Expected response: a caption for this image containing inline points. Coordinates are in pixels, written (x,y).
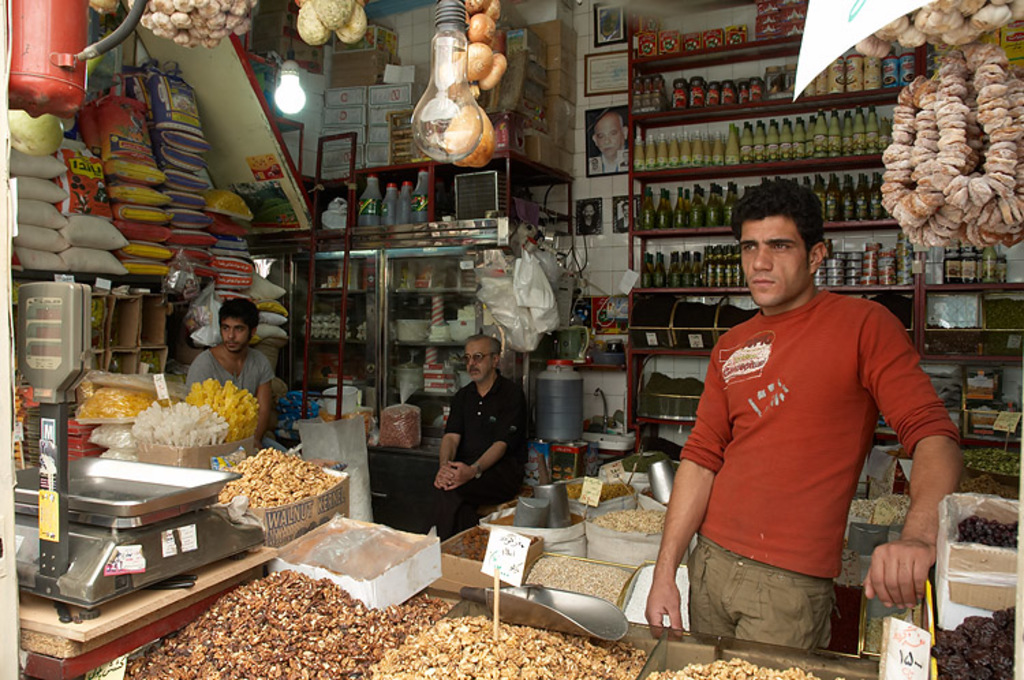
This is a shop (564,440). On the right side (765,426) there is a person (774,494) standing. Other two persons (482,445) are sitting in the shop (449,419). On the left side (125,612) there is a table (128,609). On that there is a weighing machine (66,496). Also there is a fire extinguisher (28,85). Near to that there is a cupboard (429,236). In that there are many packets (136,229) and some other items (159,304). In the back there is cupboard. On that there are bottles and many other items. Also there are things (214,39) hanged. On the top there is a bulb (419,135). In the back (608,261) there's a wall (595,260). On that there are photo frames (597,69). Also there are many other boxes (136,309) and sacks (315,457) with some items (394,439) in that.
